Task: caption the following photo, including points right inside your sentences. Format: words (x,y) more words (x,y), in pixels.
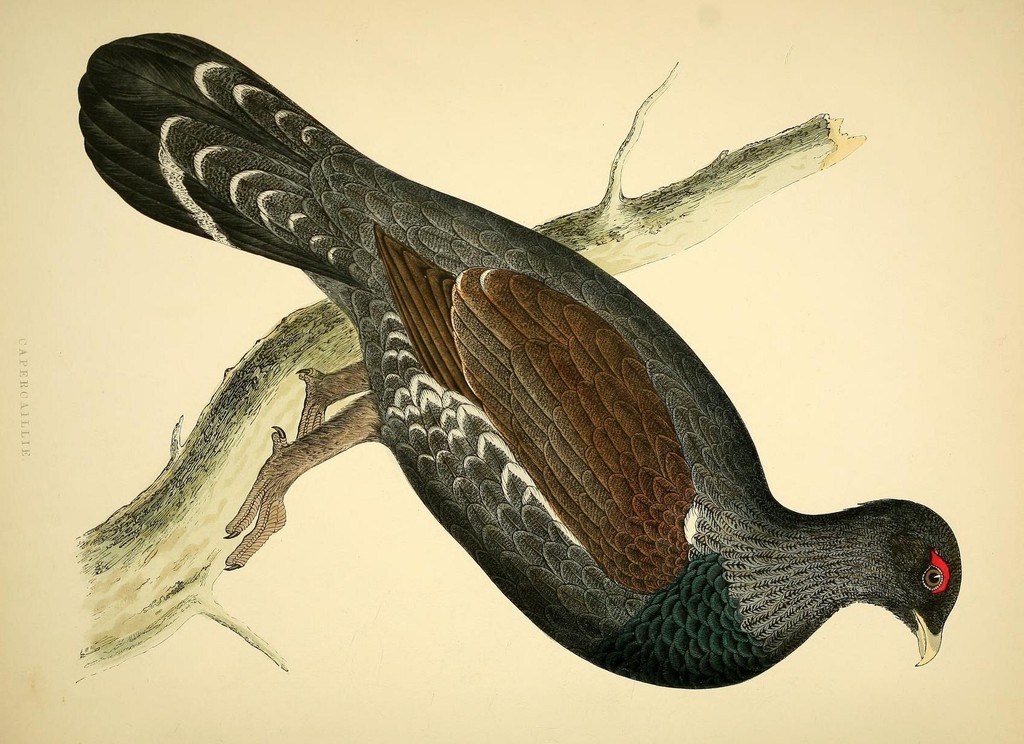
Here we can see painting (521,437) of a bird (345,378) on stem (228,457).
